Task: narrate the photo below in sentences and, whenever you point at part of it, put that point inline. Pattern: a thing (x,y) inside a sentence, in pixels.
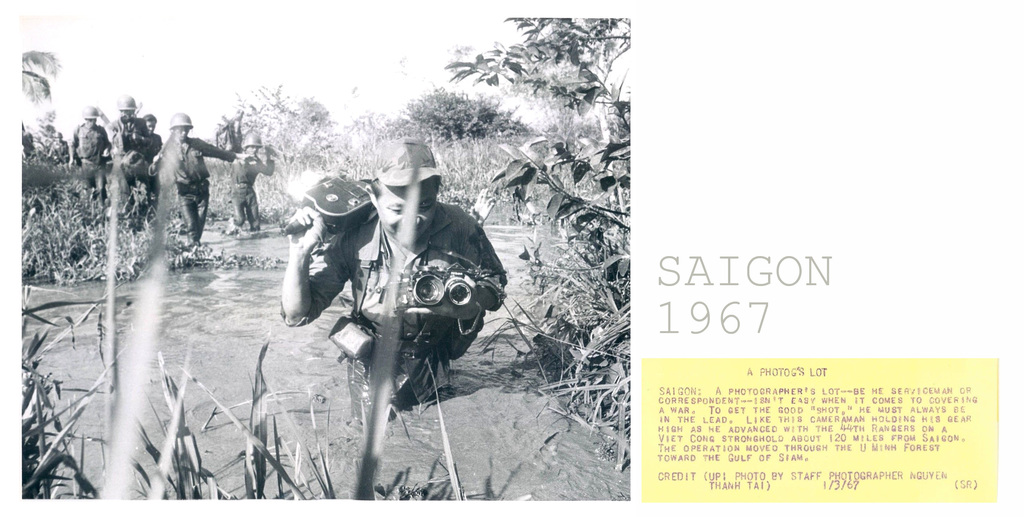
In this image we can see a few people (171,138) walking on a water (279,336) and a person (401,340) holding a camera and an object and in the background (503,158) there are trees (488,130), plants (488,130) and grass (553,327) and on the right side of the image (808,427) there is some text (787,392).
